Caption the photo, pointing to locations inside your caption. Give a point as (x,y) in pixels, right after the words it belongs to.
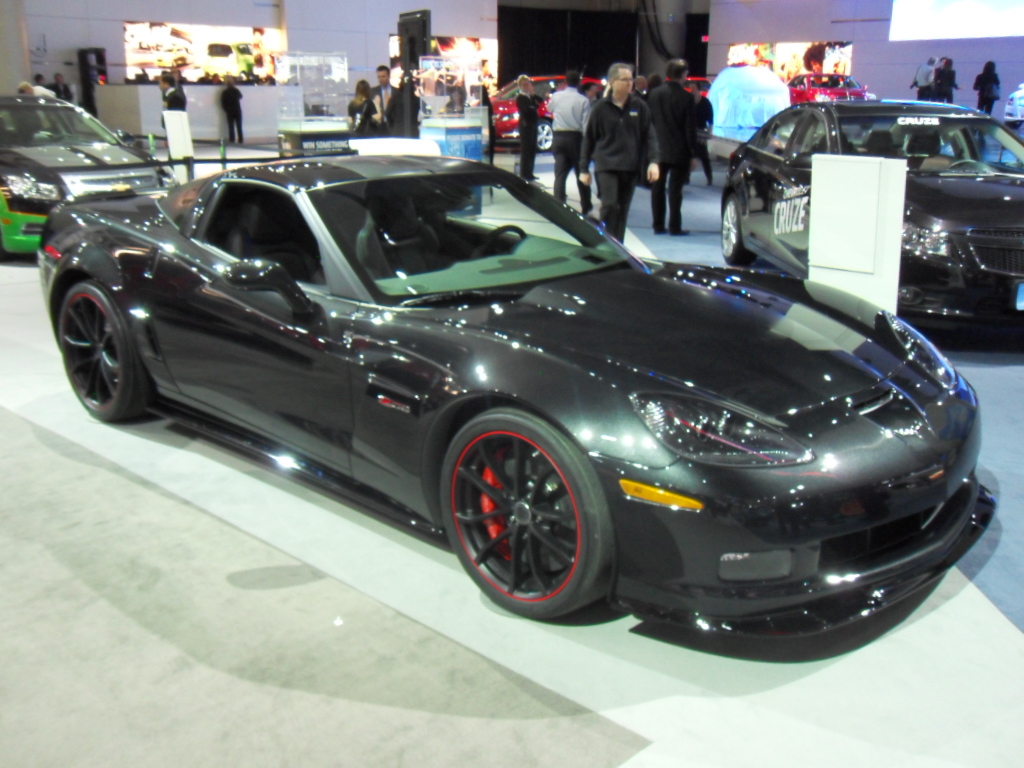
In the middle of the image (575,424) on the floor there is a black car (755,402). Behind the car (757,389) there is another car (27,159) which is in black and green color. And to the right side of the image (904,248) there is a car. Behind the cars (16,141) there are few people (597,109) standing. Behind them there are few red cars (813,84). And in the background (776,65) there are many screens (227,65) to the wall (868,78).
